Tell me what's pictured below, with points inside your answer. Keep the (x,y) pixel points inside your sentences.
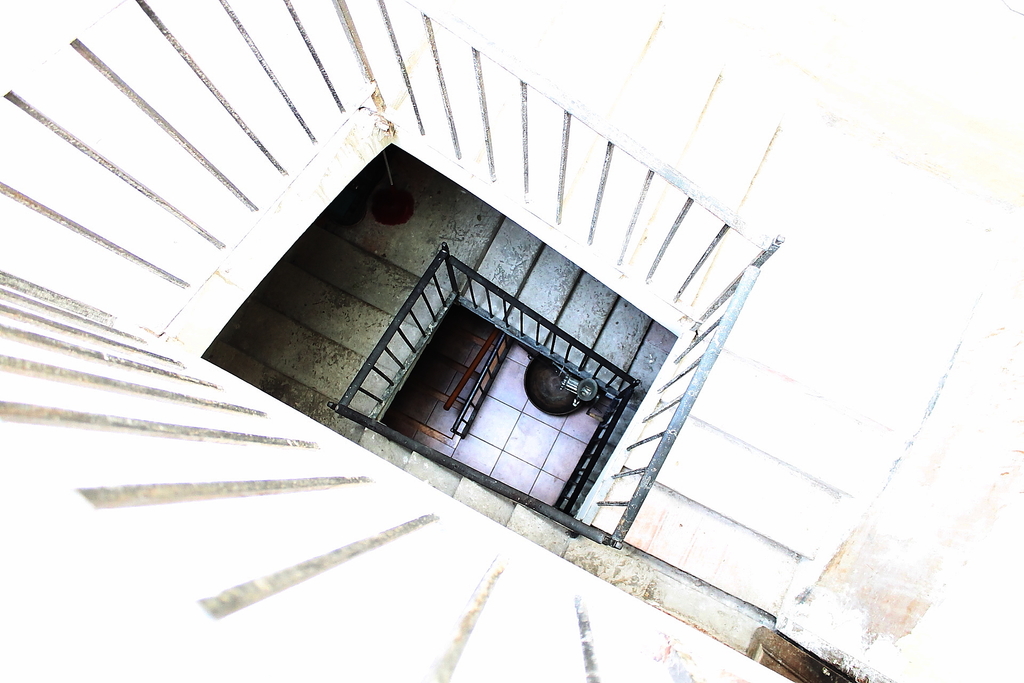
In this image there are stairs (589,264) and in the center (572,393) there is an object (558,397) which is black in colour and there is a ladder (486,370) and a pole (468,370) which is red in colour and there is a railing (636,501) which is black in colour.
